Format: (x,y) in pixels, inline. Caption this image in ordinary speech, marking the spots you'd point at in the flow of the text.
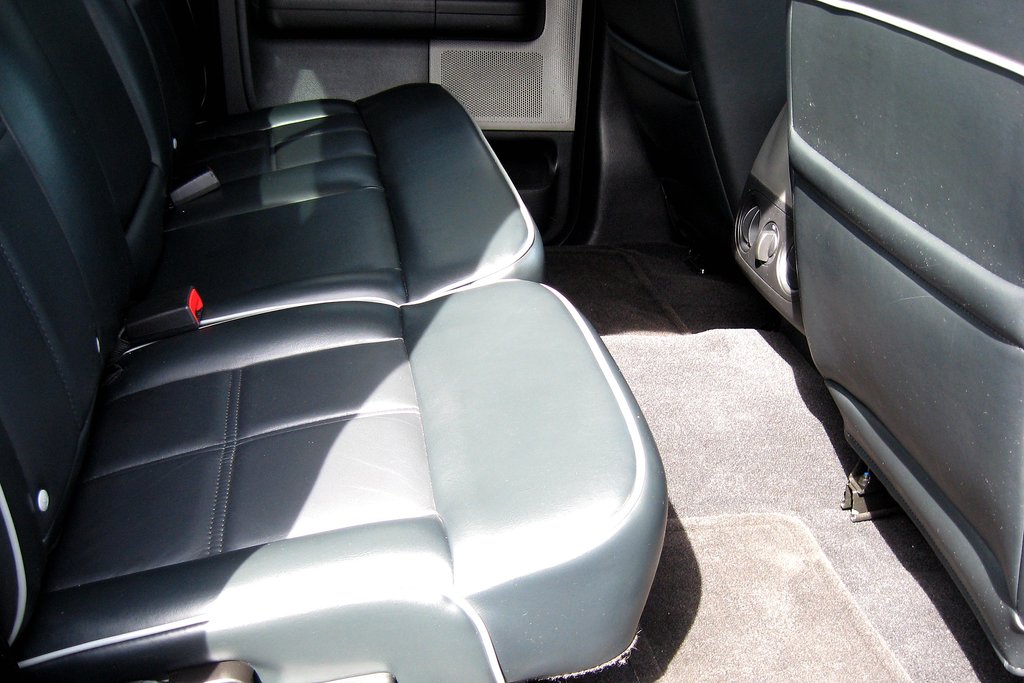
This is the image of vehicle (67,174) with seats (756,90) on the left side (190,165) and right side (980,119). There is a floor (663,430) or mat (745,669) at the bottom (817,630). There is a door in the background (578,4).
